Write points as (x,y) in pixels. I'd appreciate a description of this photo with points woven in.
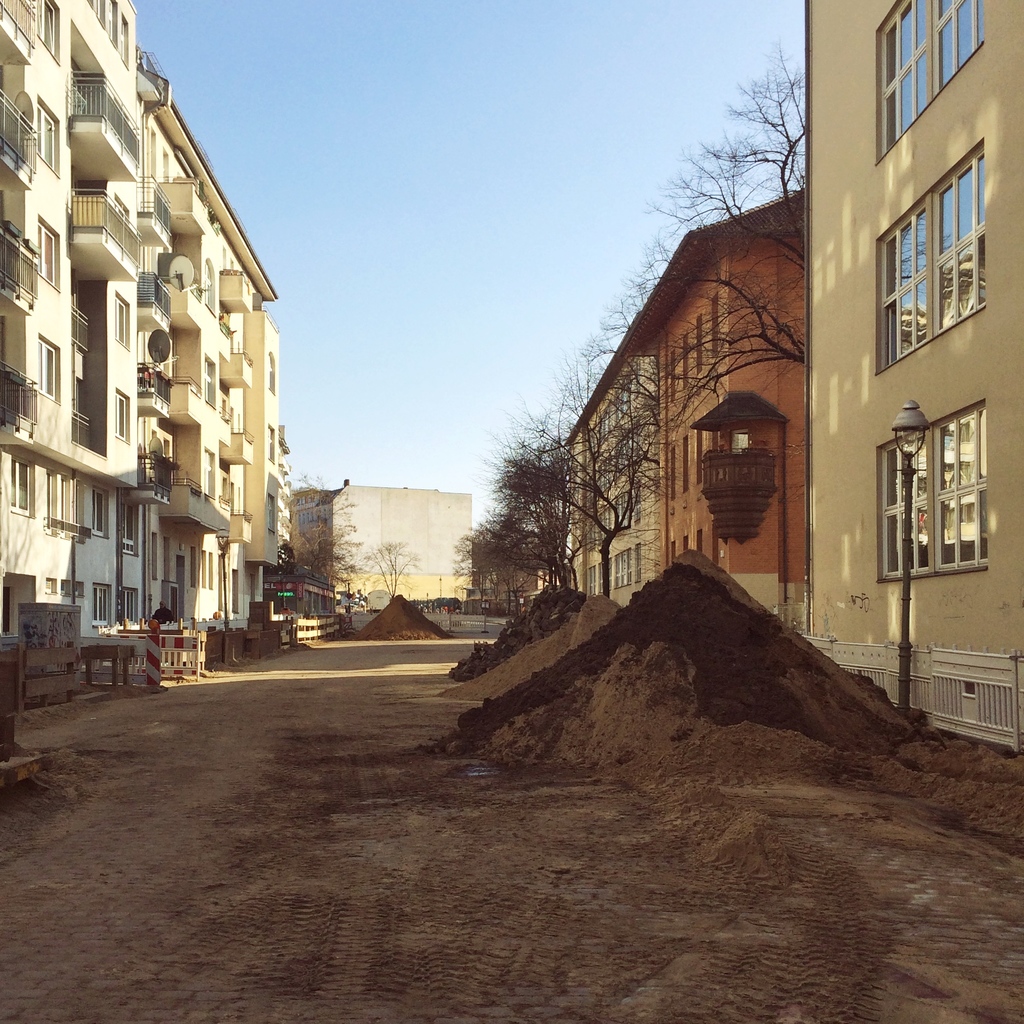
In this image there are buildings (399,589) on the left side (187,477) there is a woman (157,607) standing in front of the building (187,602) and on the right side (692,522) there are buildings (652,511) trees (564,494) and there is a pole (905,540). In the center (411,637) there is sand (573,666) on the ground (425,646).
